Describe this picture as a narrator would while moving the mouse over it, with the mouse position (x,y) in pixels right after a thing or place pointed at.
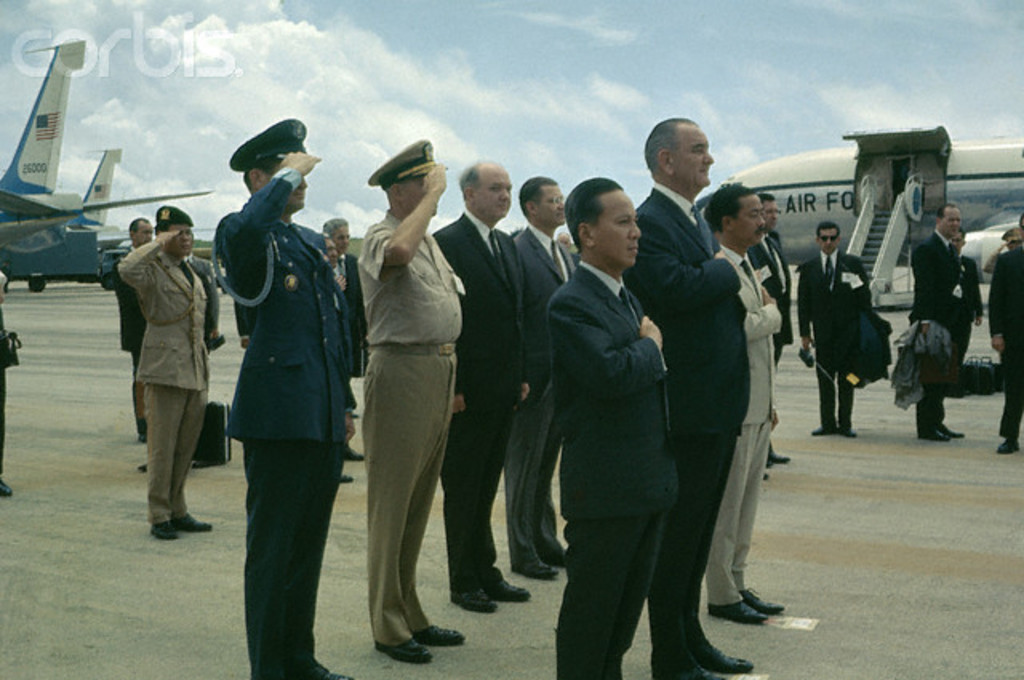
In this picture we can see a group of people (459,370) standing on the path (362,401) and behind the people (505,314) there are airplanes (796,207) and a cloudy sky (423,113). On the image there is a watermark (137,52).
